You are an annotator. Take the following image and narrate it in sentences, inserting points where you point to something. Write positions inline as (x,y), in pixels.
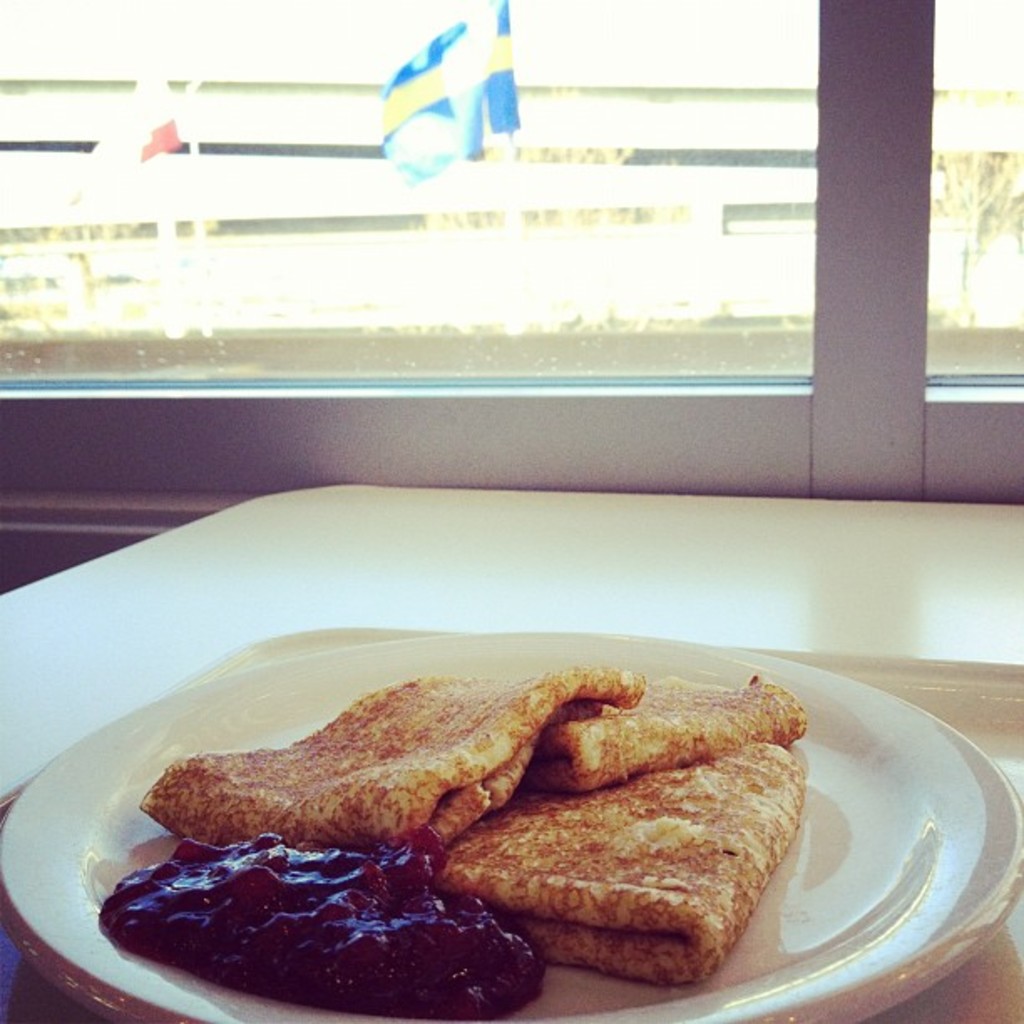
In this image we can see a food item (670,687) on the plate (918,913), there is a table (926,605), there is a window glass (288,132), there is a flag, there is a tree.
